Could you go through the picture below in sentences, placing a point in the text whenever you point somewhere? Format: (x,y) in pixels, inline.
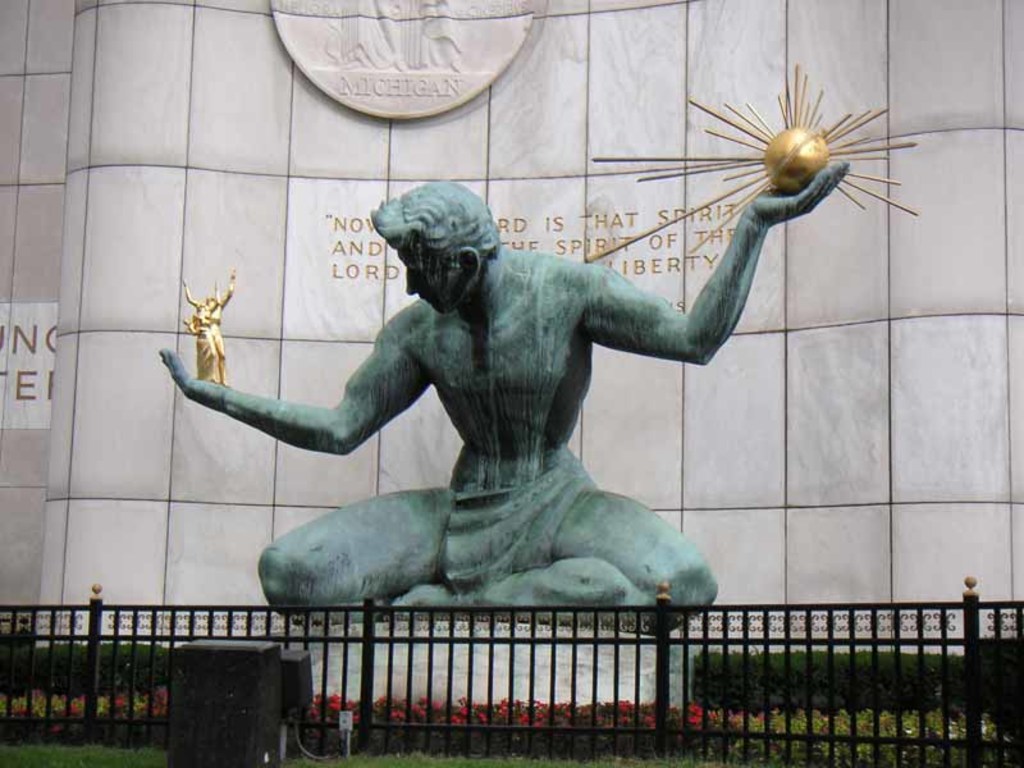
In this image I can see the statue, flowers (540,707), plants (776,717), fencing (389,671), few objects (258,674) and something is written on the white color surface (294,177).
